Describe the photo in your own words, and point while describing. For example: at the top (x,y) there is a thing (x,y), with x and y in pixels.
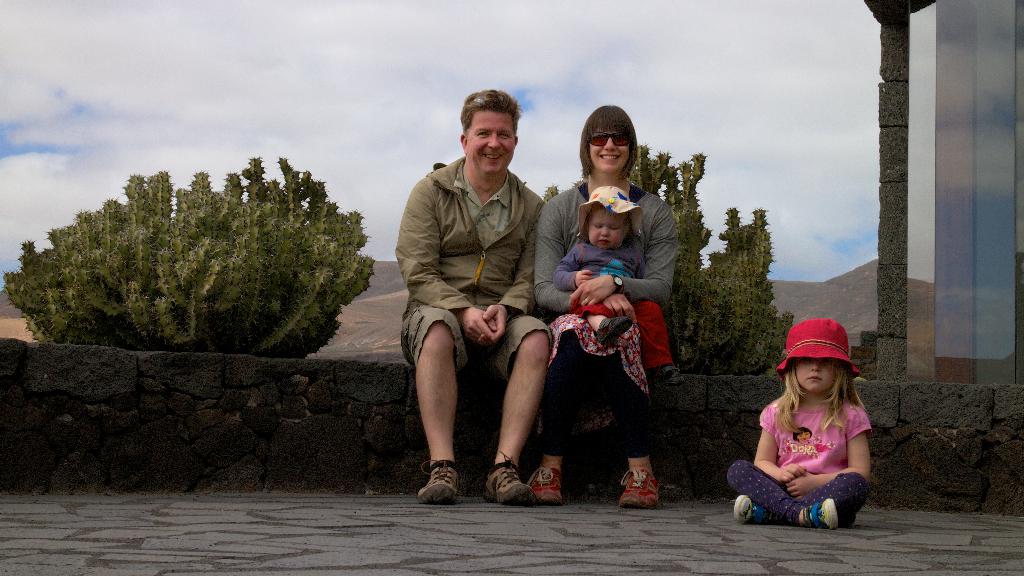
On the right side (855,445) a beautiful girl (855,459) is sitting on the floor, she wore pink color top (814,431) and a red color cap (824,336). In the middle (466,202) a man (506,424) is sitting on the wall (375,388), he wore coat (505,287) and also smiling. Beside him a woman (665,281) is sitting by holding the baby (565,269) in her hands (621,311), she is smiling, there are cactus plants (300,271) on either side of these people (672,275), at the top (401,90) it is the cloudy sky (363,154).
